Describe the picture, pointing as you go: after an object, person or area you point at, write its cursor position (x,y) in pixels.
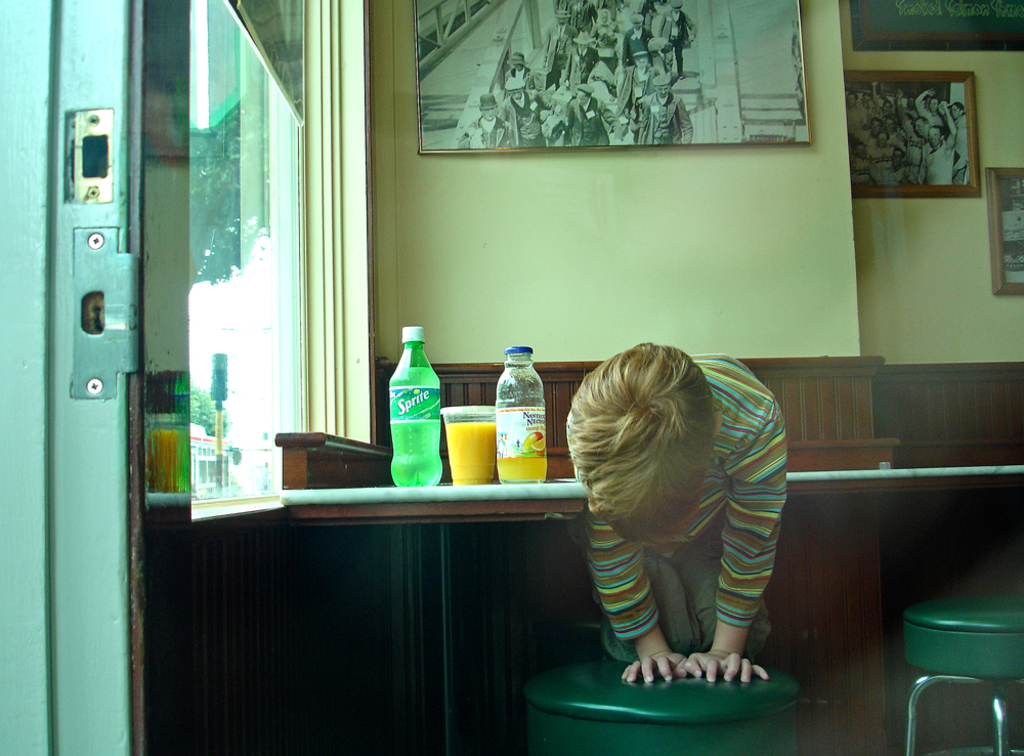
In this picture we can see a boy (665,501) seated on the chair (774,676), in front of him we can find a glass (466,449) and couple of bottles (418,466) on the table (376,485), and also we can see couple of wall paintings (768,145) on the wall (692,221), in the background (222,367) we can find a traffic signal (221,380) and couple of trees (199,399).
